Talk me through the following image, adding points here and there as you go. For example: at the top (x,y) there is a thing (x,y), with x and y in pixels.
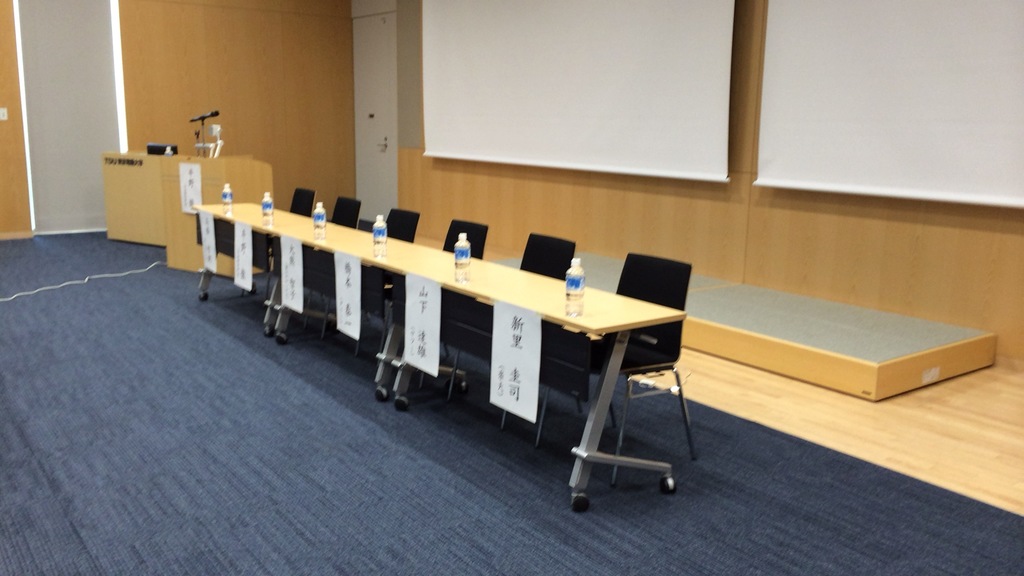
In this image we can see the inner view of a room (695,331). In the room (392,293) there are chairs (675,359) placed in a row and a table (345,252) on which disposable bottles (570,285) are there. In the background (214,112) we can see podium (173,160), mic (194,121), walls (295,75) and projector screens (583,97).
